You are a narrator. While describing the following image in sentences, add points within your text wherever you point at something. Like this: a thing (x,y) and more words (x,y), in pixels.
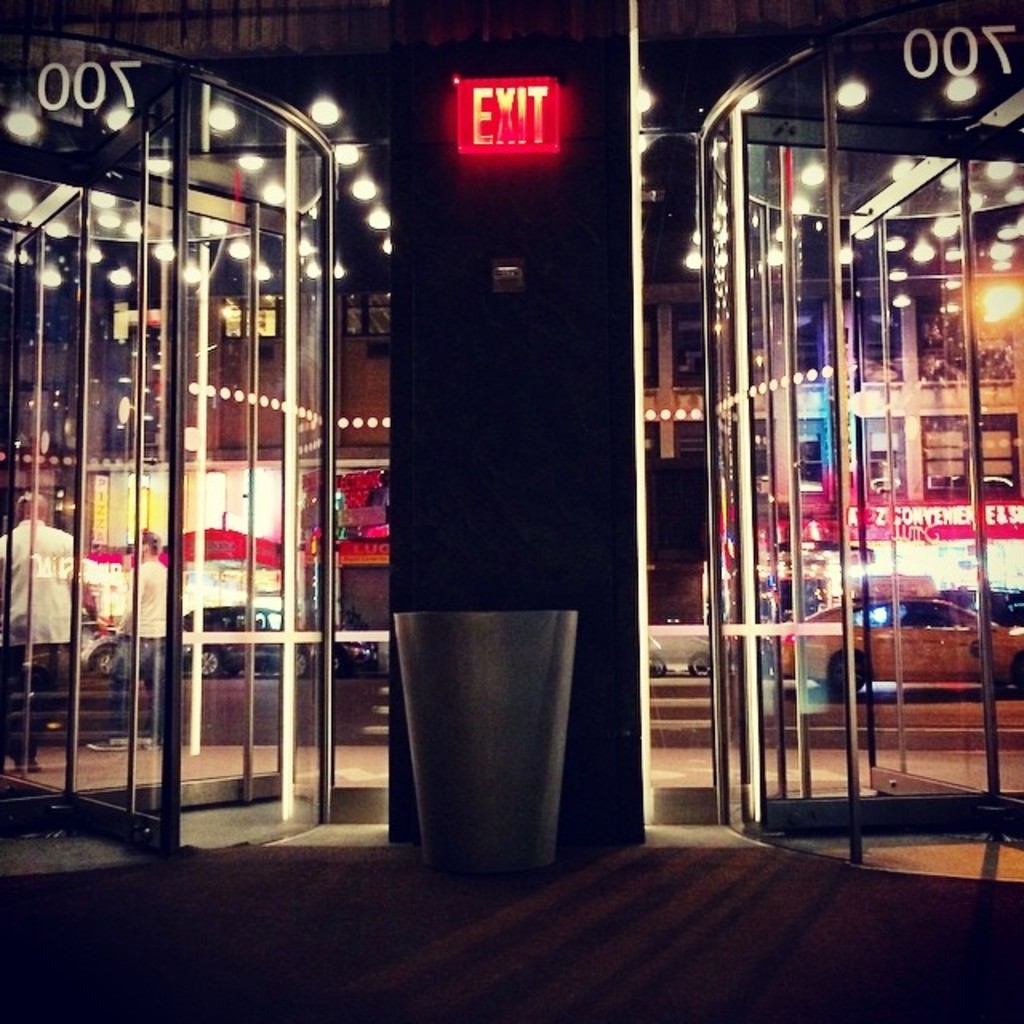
In this image we can see glass doors (714,461) with the number (933,66), In the center of the image (515,673) we can see a trash bin (515,708). On the left side of the image (119,629) we can see people (157,664) standing. In the background (880,344), we can see group of vehicles (936,625) parked on road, buildings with windows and some lights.
